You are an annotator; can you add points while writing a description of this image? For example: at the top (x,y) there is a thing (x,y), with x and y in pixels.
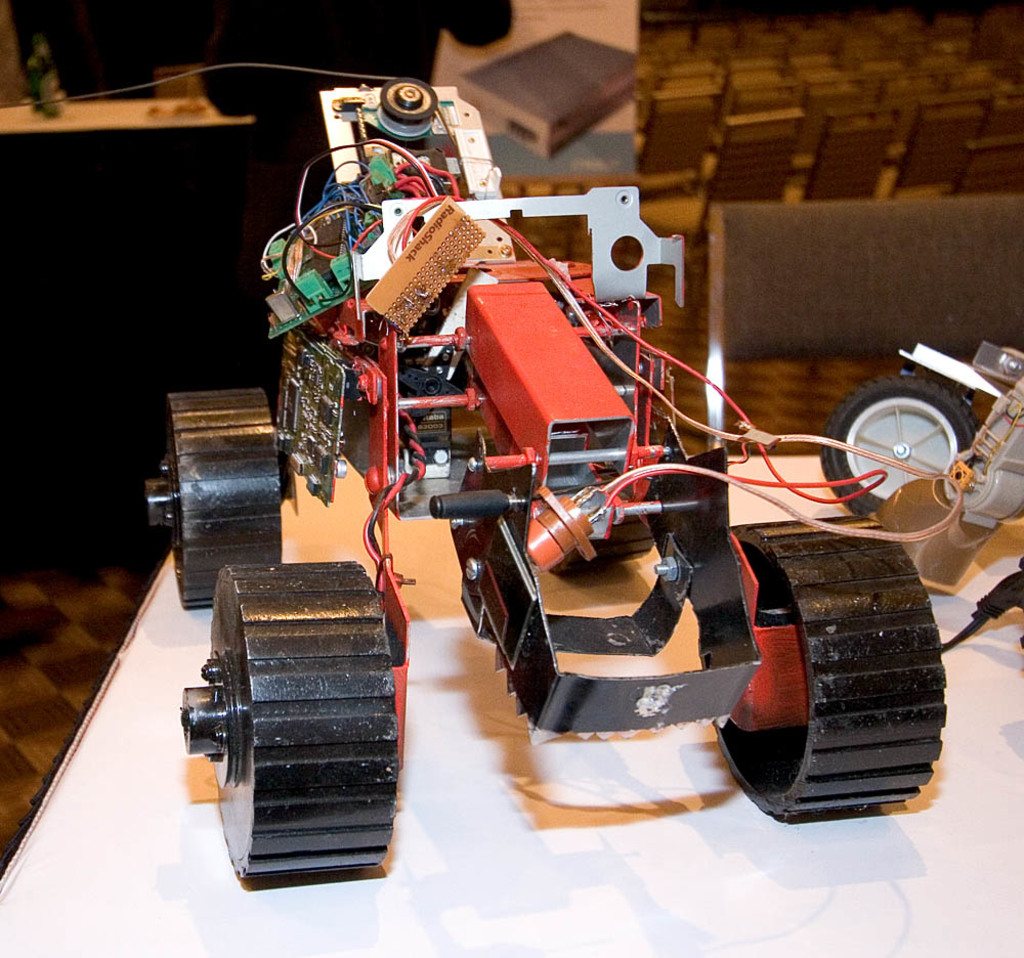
In this image we can see a toy truck (597,645) made with wires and some devices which is placed on the surface (358,491). On the backside (123,236) we can see some chairs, objects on a table (164,248) and a person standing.
